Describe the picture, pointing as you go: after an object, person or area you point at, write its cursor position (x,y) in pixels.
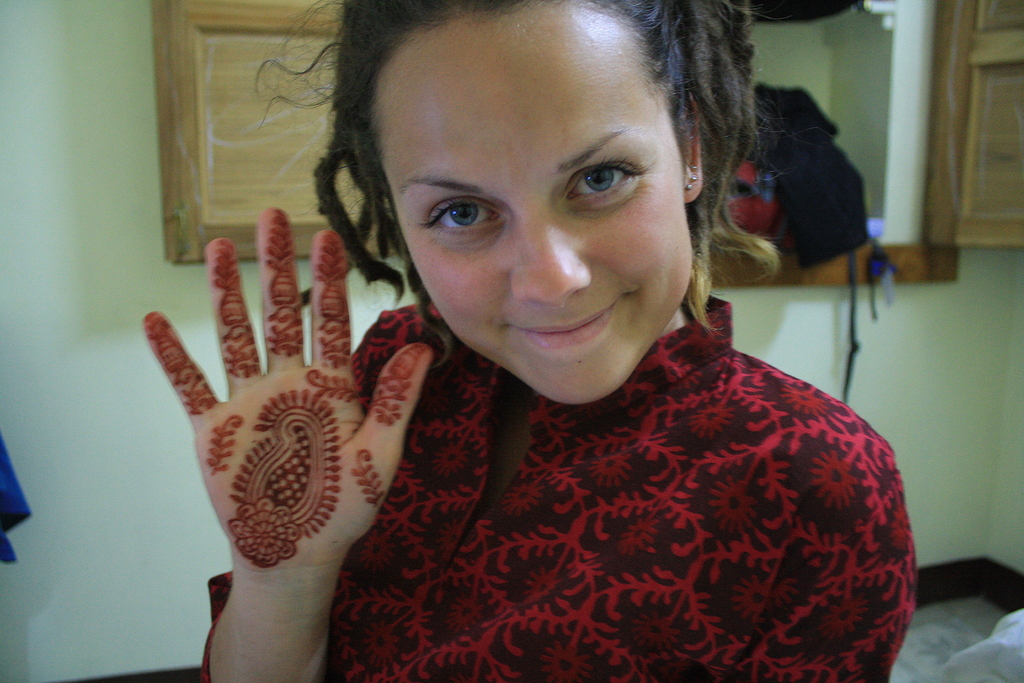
In front of the picture, we see the woman (653,363) in the red dress (461,442) is stunning. She is smiling and she is showing her hand (377,385). I think she is posing for the photo. Behind her, we see a white wall (118,342) and a cupboard (223,162) in which clothes (812,242) are placed. On the left side (17,488), we see a blue color jacket (19,503).
